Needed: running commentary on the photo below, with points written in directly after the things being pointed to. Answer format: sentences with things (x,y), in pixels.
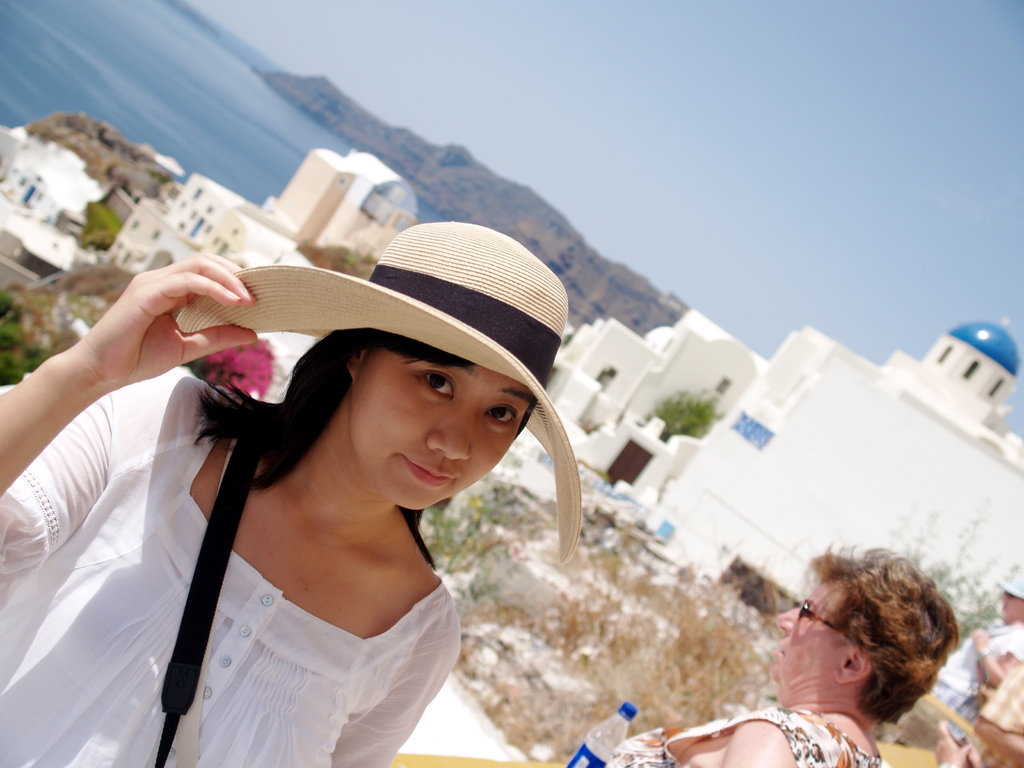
In this image I can see a woman (258,680) wearing white dress (233,664) and cream colored hat (312,298) is standing and another woman (716,722) standing and holding a bottle (595,748). In the background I can see few trees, few buildings (1010,489), the water (136,101), few persons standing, a mountain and the sky (808,147).
